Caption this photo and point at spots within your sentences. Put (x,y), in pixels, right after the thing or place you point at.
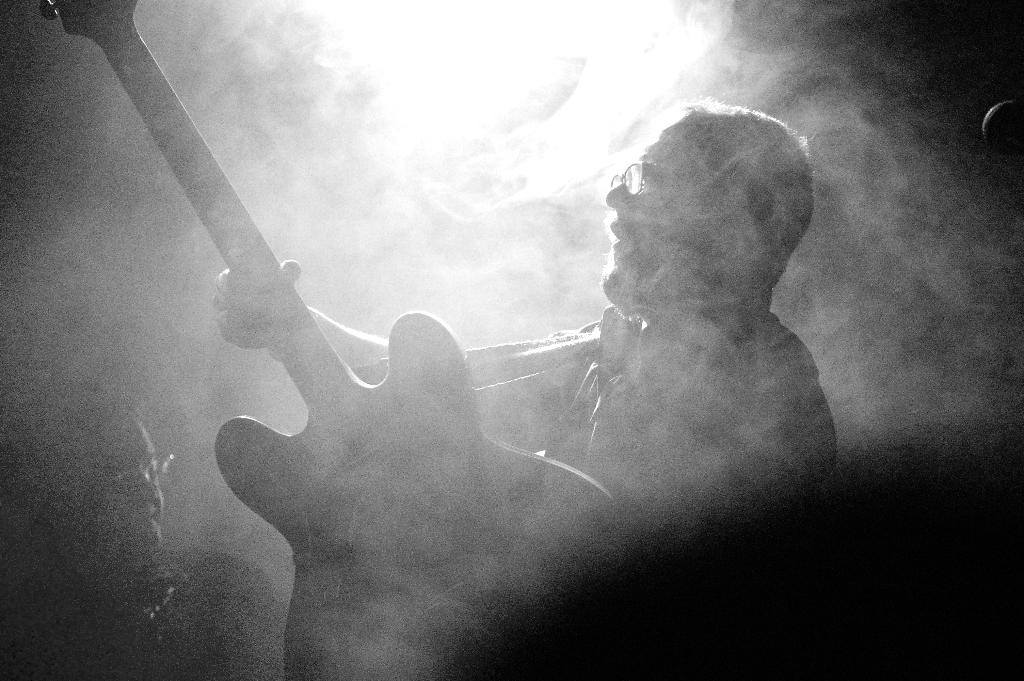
In the middle of the image (467,402) a man (711,411) is holding the guitar (302,518). Bottom left side of the image (34,608) there is a person (136,634). At the top of the image (623,118) there is a fog (231,127) and light (343,7).
